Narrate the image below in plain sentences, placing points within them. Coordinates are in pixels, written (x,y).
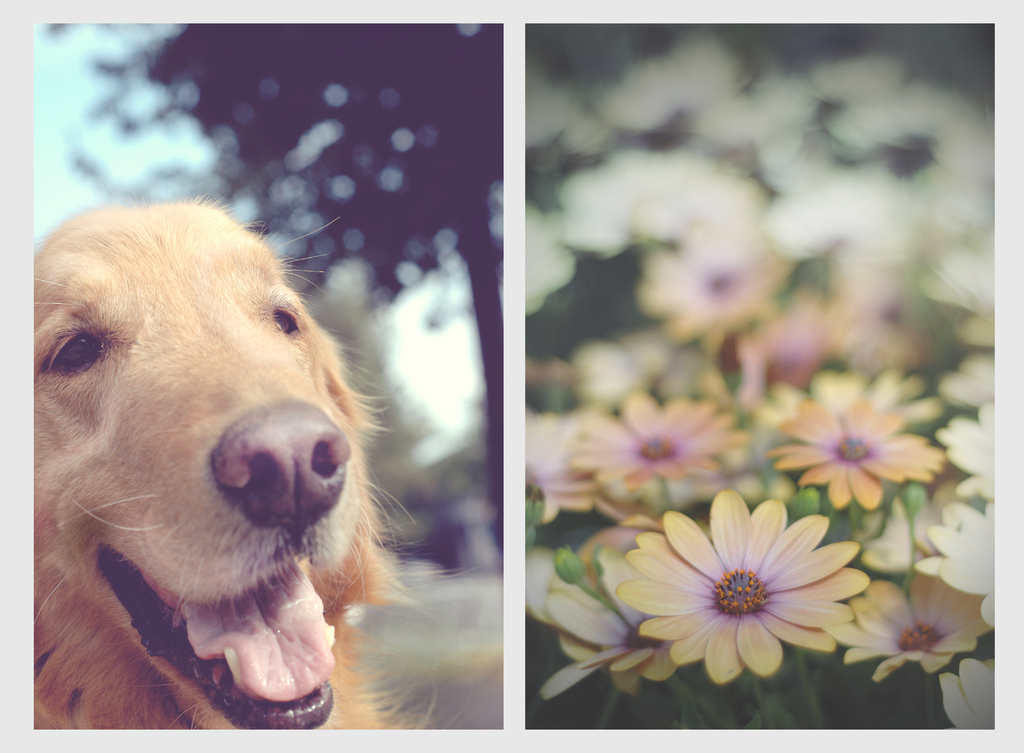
In this image I can see the collage picture. In front (254,354) the dog (96,523) is in brown color and I can also see few flowers (660,592) in yellow and pink color, background (487,147) I can see few trees (363,176) in green color and the sky (116,124) is in blue and white color.
